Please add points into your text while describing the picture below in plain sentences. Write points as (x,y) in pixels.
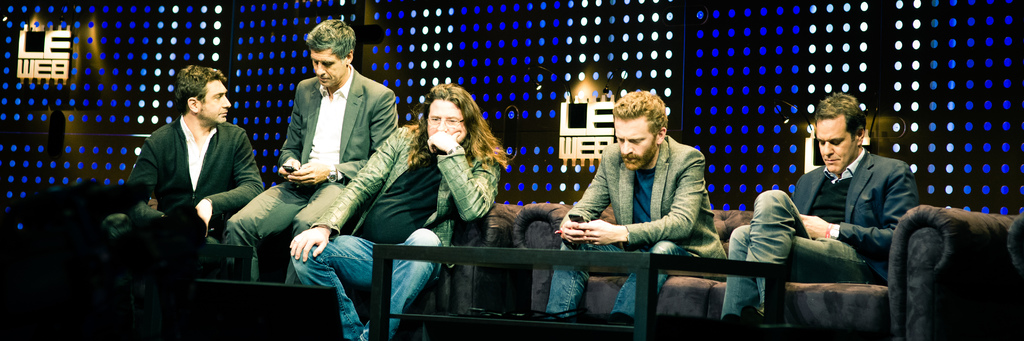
It is a conference and there are five people (614,199) sitting on the sofas (554,215) they are busy with their mobile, one person (405,176) is thinking something. In front of the men (660,153) there are some other objects (373,290) and in the background (409,40) there is a black surface (733,29) and it has blue and white dots (897,24) and in between those dots (731,72) there is the name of the conference.
